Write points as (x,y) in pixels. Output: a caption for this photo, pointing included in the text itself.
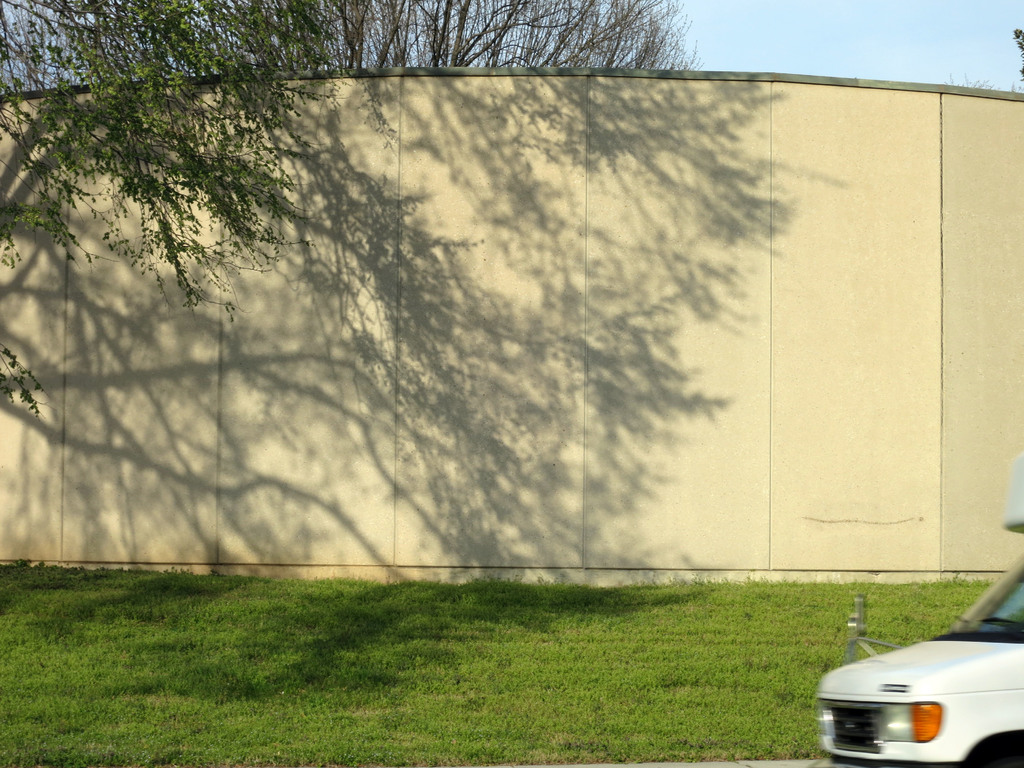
This image is taken outdoors. At the bottom of the image (142,665) there is a ground (187,687) with grass (528,656) on it. At the top of the image (775,39) there is a sky (785,50). In the background (453,376) there is a wall (298,372) and there are a few trees (273,62). On the right side of the image (1009,677) there is a vehicle (1014,737).
